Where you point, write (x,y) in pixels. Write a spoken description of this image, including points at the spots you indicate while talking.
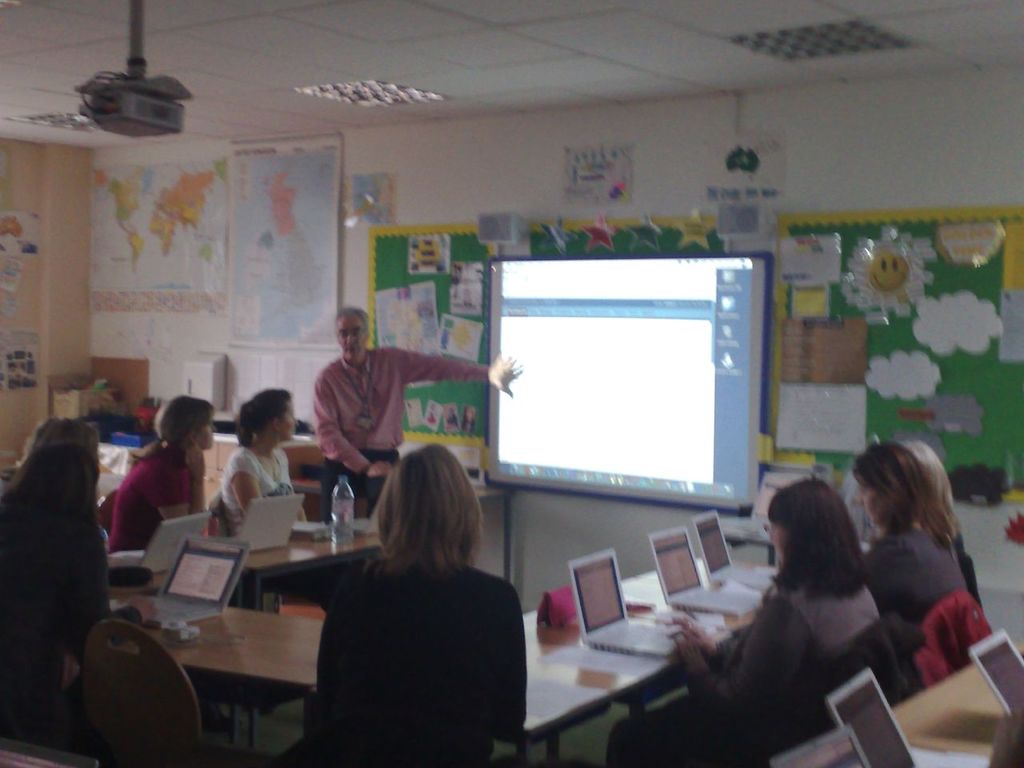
In the center of the image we can see the tables (980,731). On the tables (985,719) we can see the laptops (673,626), papers (587,647), bottle (342,506), bag (574,611). Beside the tables (575,678) we can see some persons (448,647) are sitting on the chairs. In the middle of the image (347,420) we can see a man (378,385) is standing and explain something. In the background of the image (432,400) we can see the wall (367,156), boards (421,282), screen (554,309). At the top of the image (377,23) we can see the projector (109,105), lights (364,88) and roof (627,29).
